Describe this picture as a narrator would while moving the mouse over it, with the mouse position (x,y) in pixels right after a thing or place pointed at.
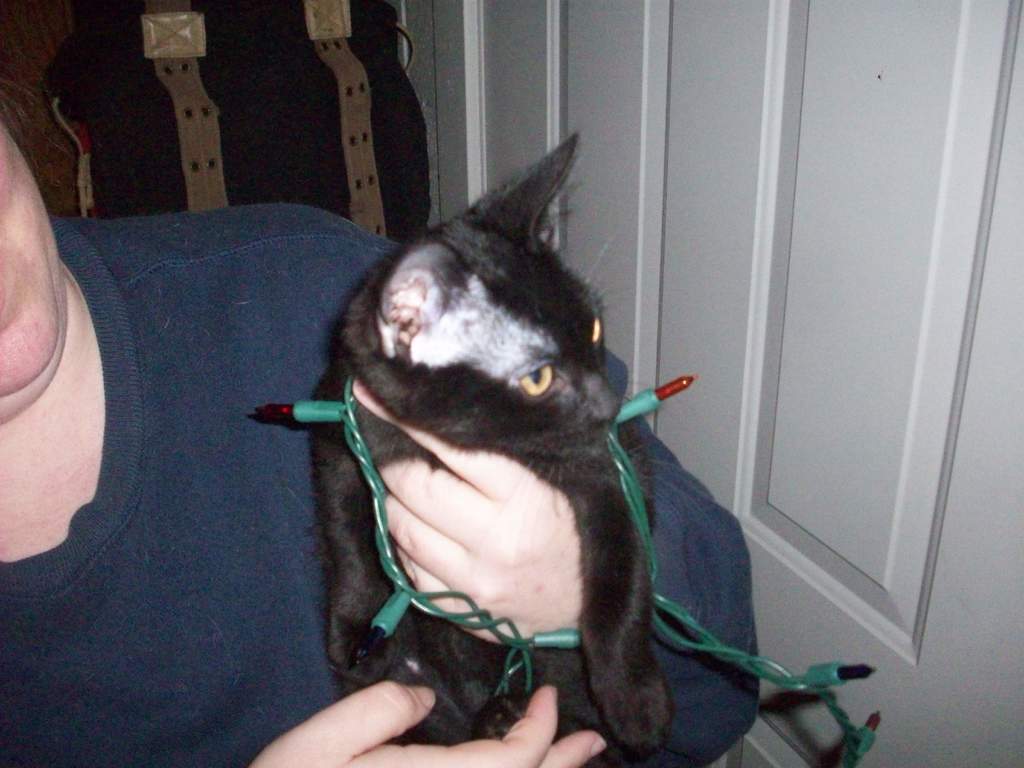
In this image we can see a person (154,470) holding cat (424,356) which is tied with decor lights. In the background (859,430) there is door (859,430).
